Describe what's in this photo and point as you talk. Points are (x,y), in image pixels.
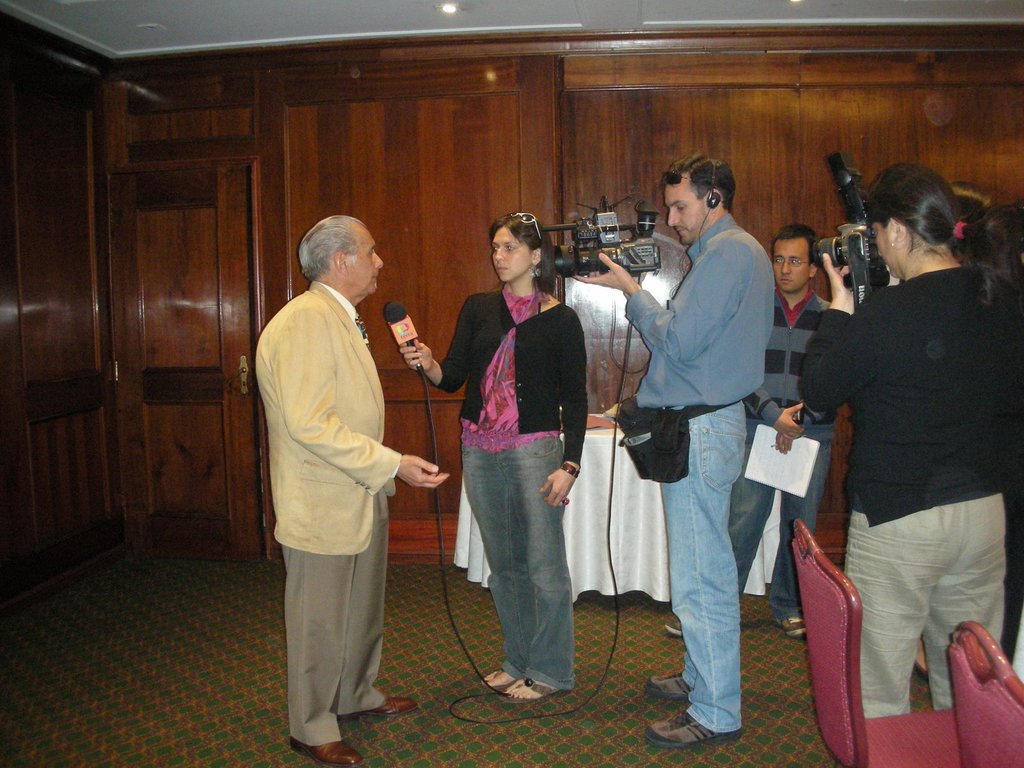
In this image we can see a group of people (525,495) standing and among them few people (680,305) are holding objects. Behind the persons (912,322) we can see a wooden wall (419,221), a door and a table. At the top (343,6) we can see a roof (375,19) with light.
